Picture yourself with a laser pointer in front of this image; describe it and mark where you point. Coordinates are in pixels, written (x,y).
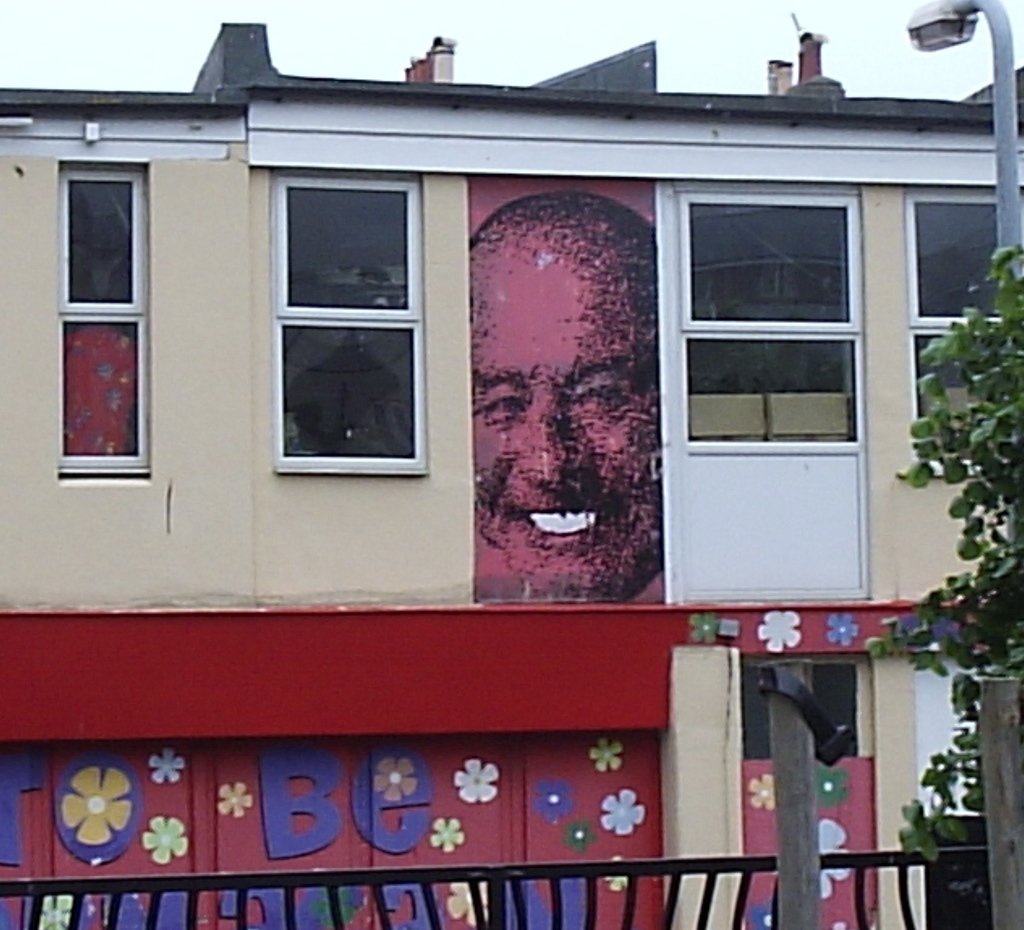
In the picture i can see a building (350,578) which is painted with different pictures (593,491), on right side of the picture (953,440) there is street pole (1006,142), tree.
